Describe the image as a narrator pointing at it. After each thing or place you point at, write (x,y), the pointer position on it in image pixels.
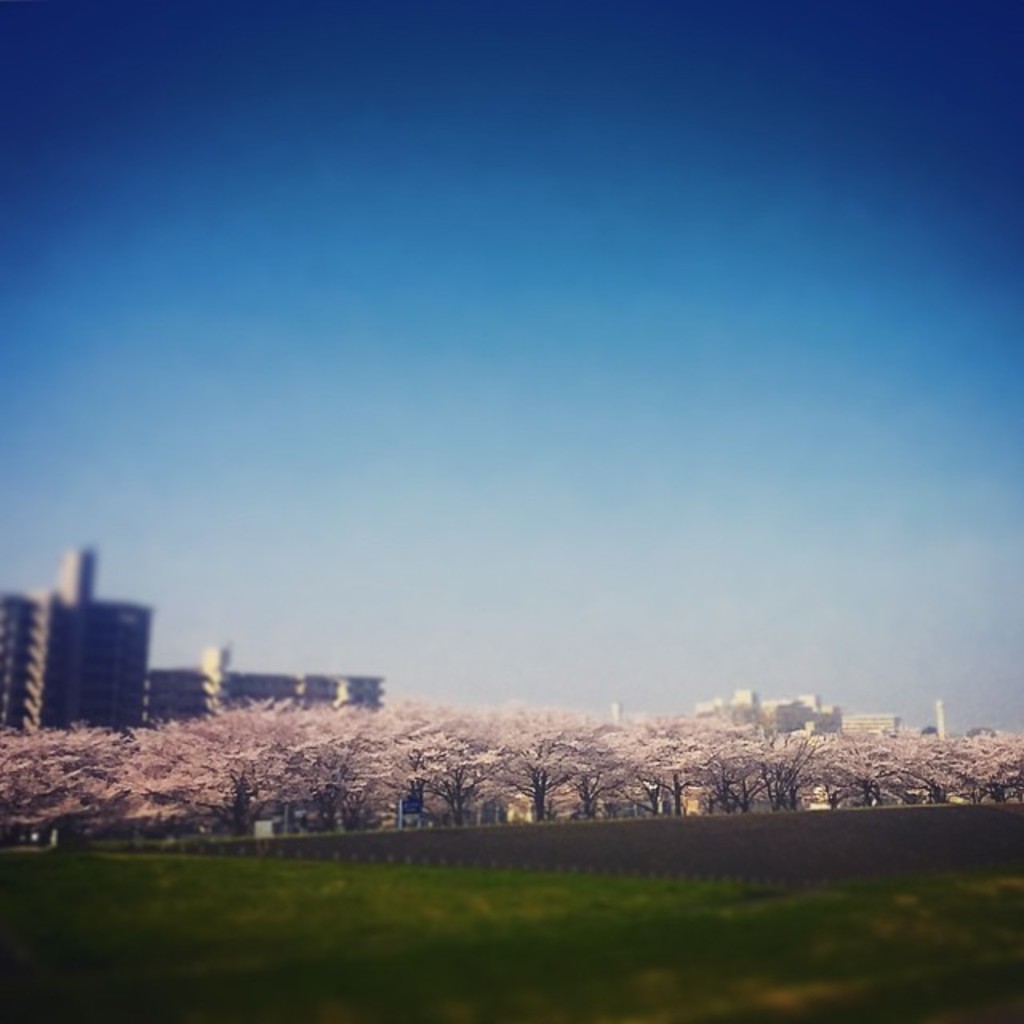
In this image we can see some buildings (875,720), one object (1009,838) looks like a wall (418,854) near the trees (893,739), some trees (685,756), some objects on the ground (489,930), some grass (132,858) on the ground (34,852), two poles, at the top (163,221) there is the sky (545,597) and the image is blurred.
